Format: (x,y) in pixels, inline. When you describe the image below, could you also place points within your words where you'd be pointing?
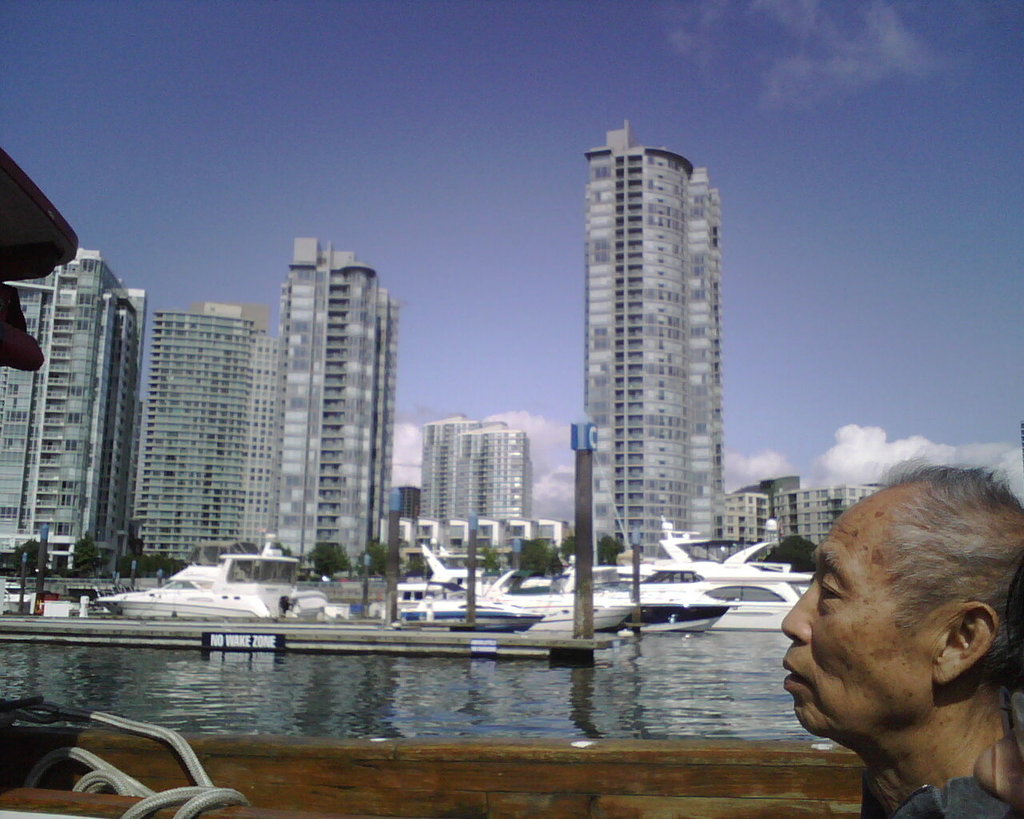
In this picture we can see a person (987,570), boats (753,622) on water (458,723), poles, trees (93,560), buildings (382,516) and in the background (190,194) we can see the sky (426,245) with clouds (542,464).
